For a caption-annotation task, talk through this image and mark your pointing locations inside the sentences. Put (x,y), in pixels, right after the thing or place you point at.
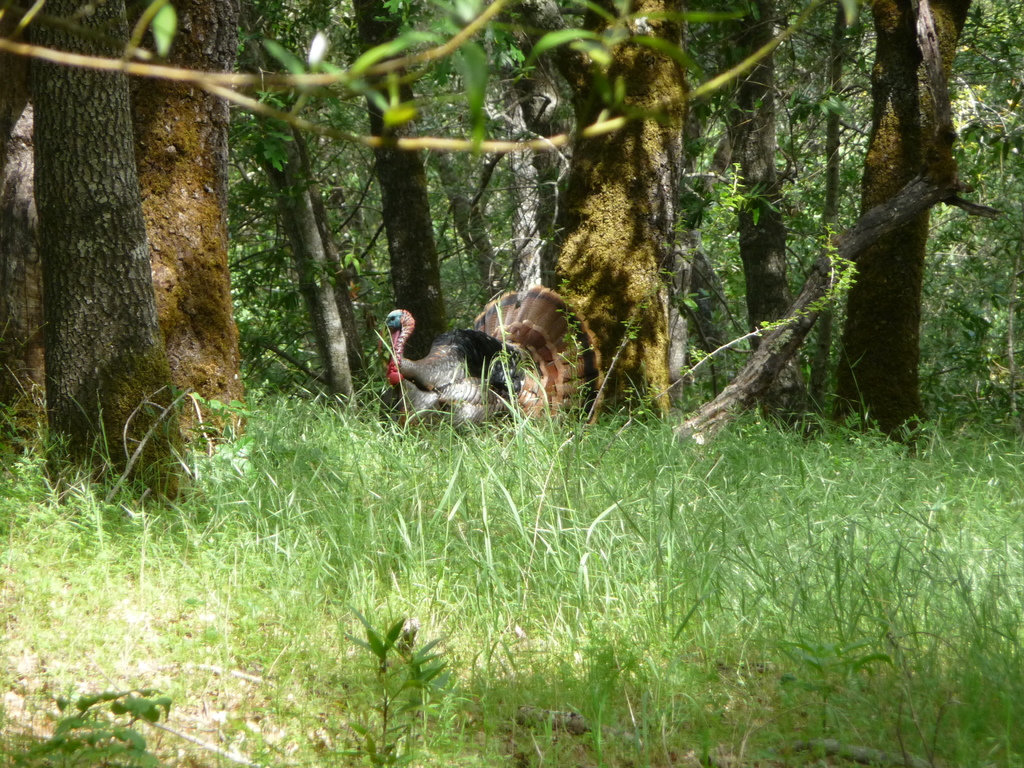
There are plants (429,670) and grass (446,635) on the ground (729,490). In the background (717,406), there is a turkey (509,307) and there are trees (7,89) on the ground (892,441).
